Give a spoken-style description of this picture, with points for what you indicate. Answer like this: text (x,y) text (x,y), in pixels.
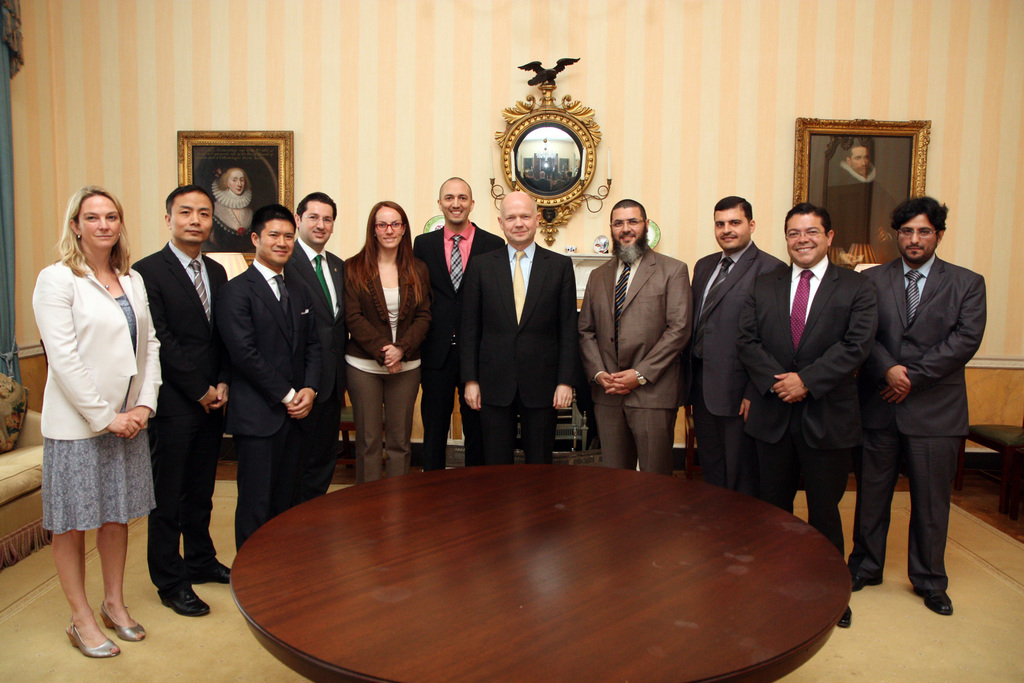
There are group of people (99,384) standing in room (685,456) behind photo frames (232,171) and some wall (711,186) and table (643,495) in front (440,669).
